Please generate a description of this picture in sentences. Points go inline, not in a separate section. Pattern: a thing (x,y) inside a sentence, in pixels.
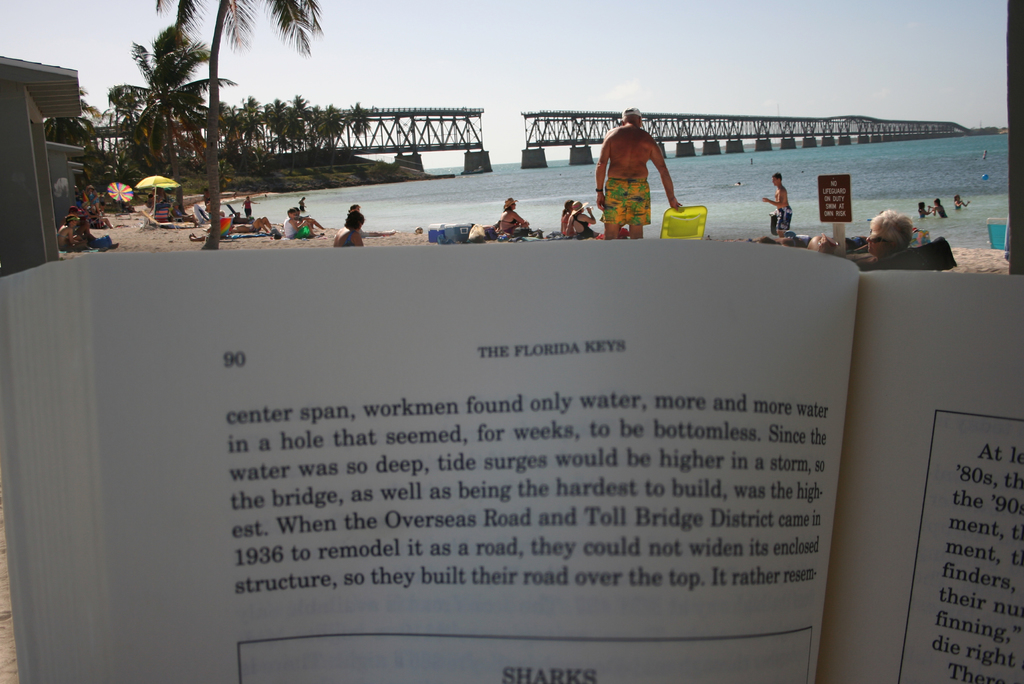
In the center of the image (637,229) we can see some persons (614,208), trees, tent (157,179), containers (472,226), boards (825,193), chairs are there. In the middle of the image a bridge (801,121) is present. At the top of the image (690,75) sky (801,47) is there. On the right side of the image (893,158) water (888,171) is there. At the bottom of the image (560,572) book (596,539) is there. On book (607,455) some text (611,513) is present.
